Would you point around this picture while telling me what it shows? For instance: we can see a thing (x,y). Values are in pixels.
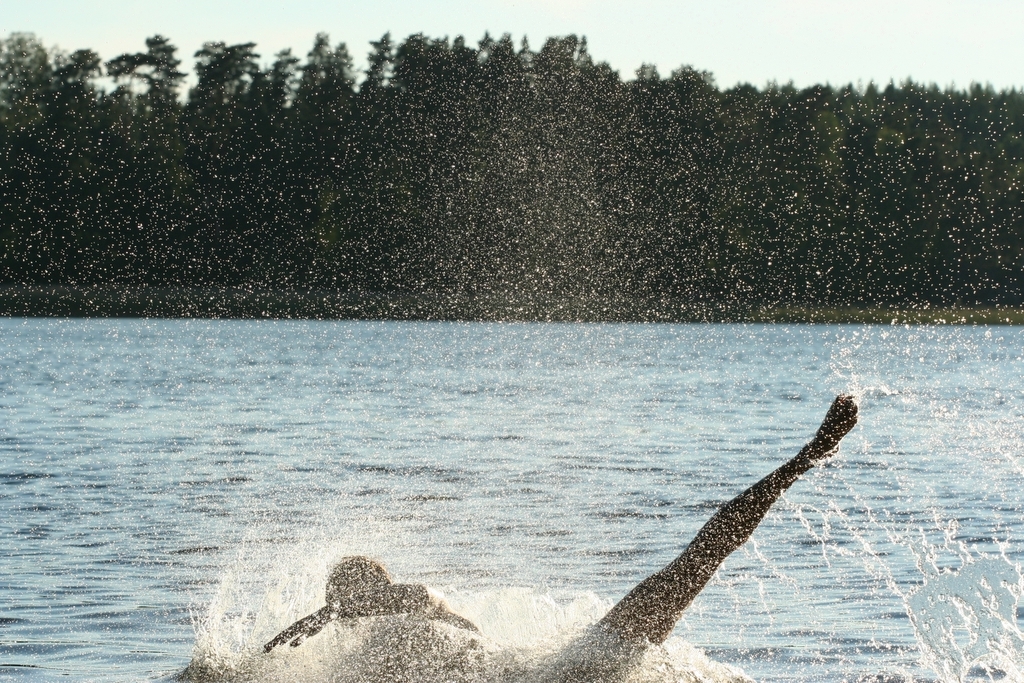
In this image we can see a person (450,620) swimming in the water (488,463) and there are trees (481,152) and sky (477,11) in the background (408,41).
